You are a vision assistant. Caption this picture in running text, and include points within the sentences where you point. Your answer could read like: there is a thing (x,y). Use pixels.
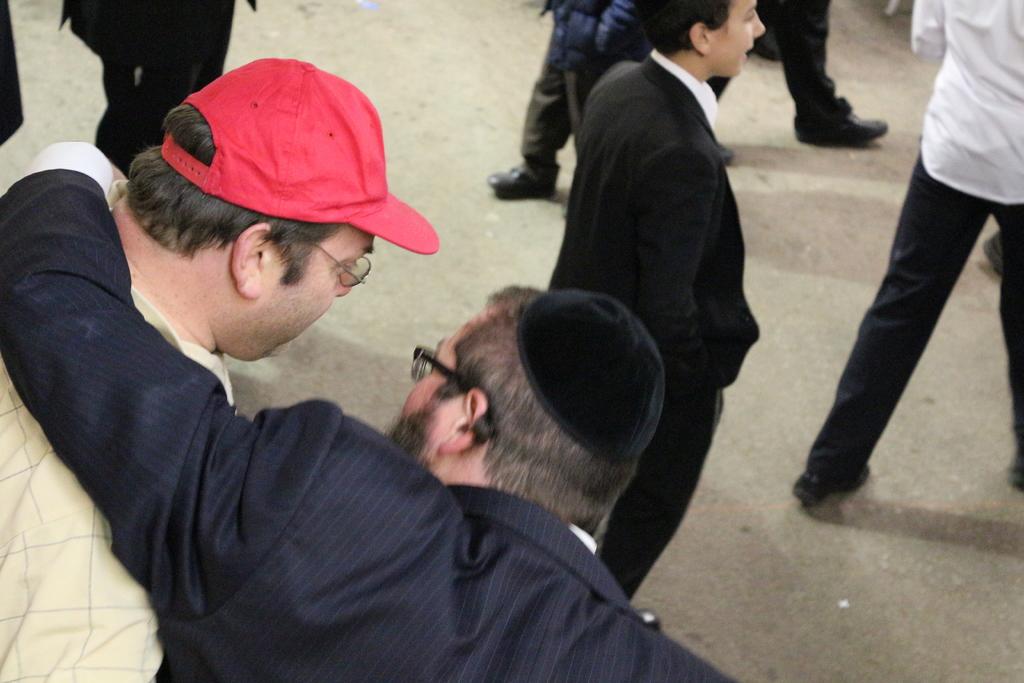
The person (371,484) wearing black suit (459,588) placed his hand (104,452) on another person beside him and there are few other persons (604,182) in front of them.
